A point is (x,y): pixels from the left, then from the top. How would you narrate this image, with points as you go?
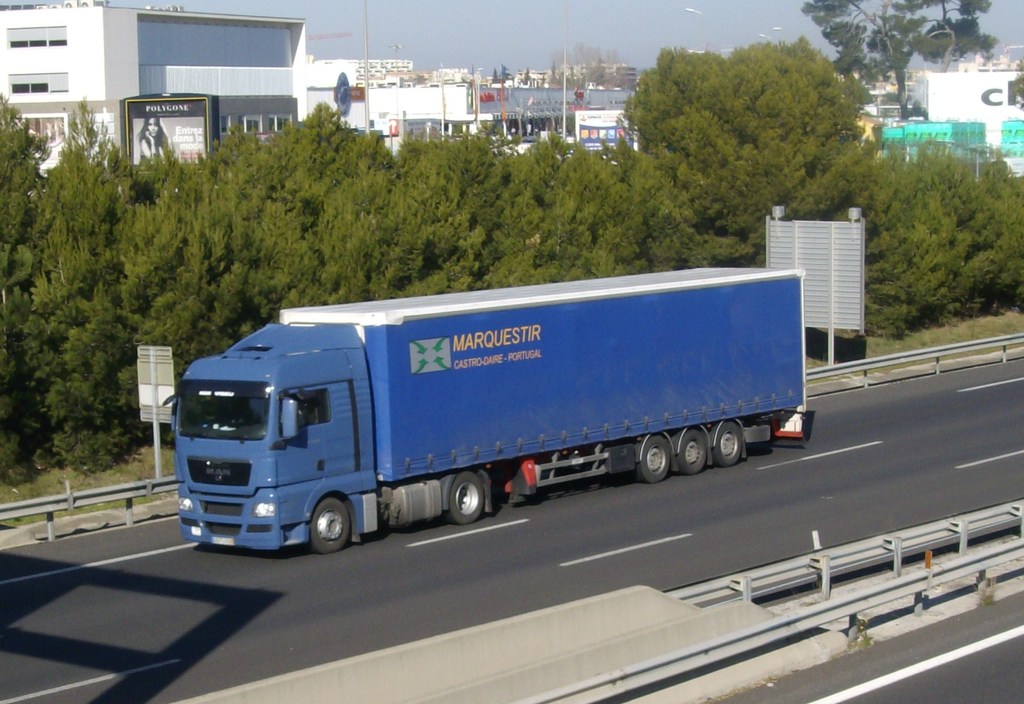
In this picture we can see a vehicle (404,331) on the road (918,426), trees (123,273), buildings (307,78), poles (365,83) and in the background (707,23) we can see the sky (642,58).
